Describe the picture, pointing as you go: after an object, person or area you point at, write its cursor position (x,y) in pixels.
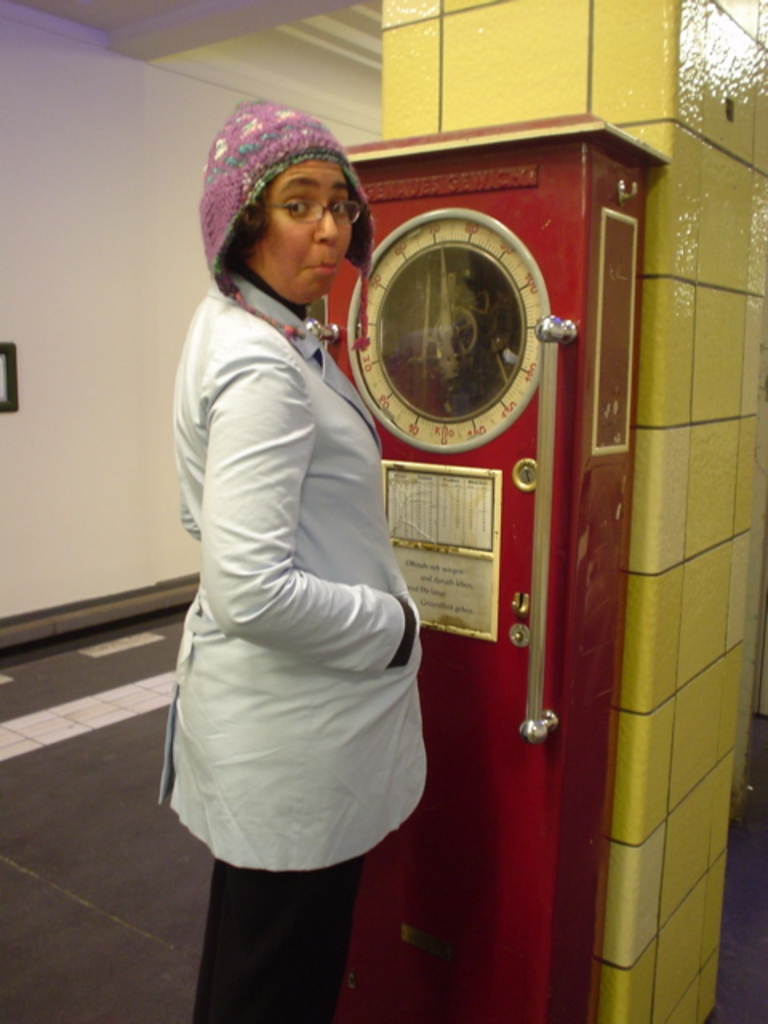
In this picture we see a woman (306,977) standing on a weighing machine (495,137) and looking at someone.
